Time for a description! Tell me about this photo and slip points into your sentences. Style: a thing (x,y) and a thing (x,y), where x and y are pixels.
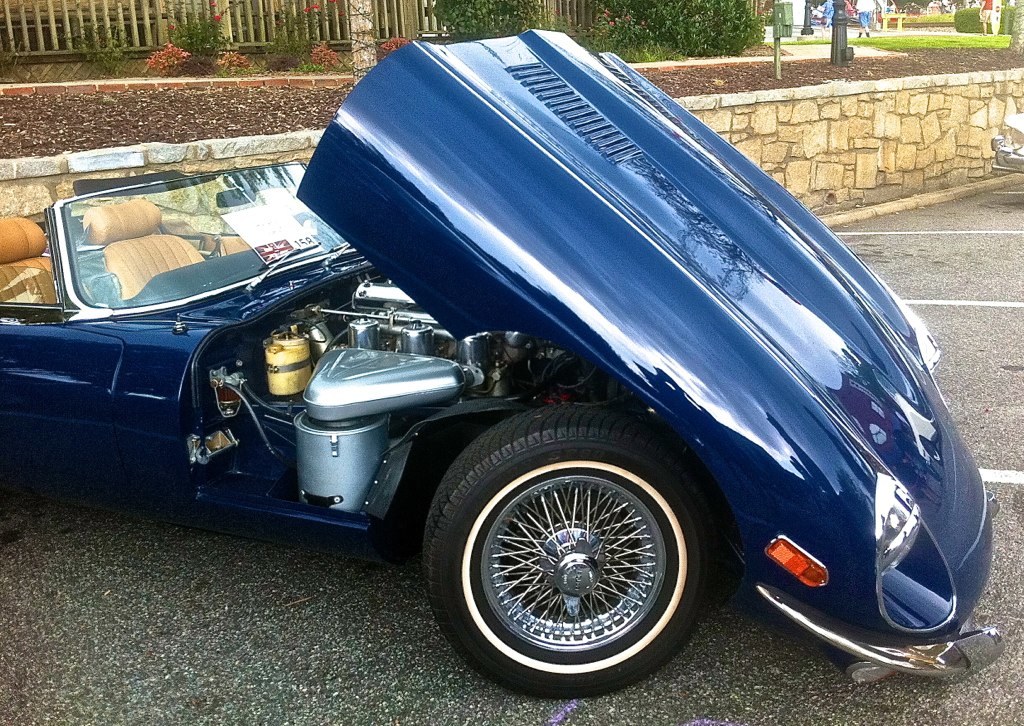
In this image in the center (504,328) there is one vehicle (495,579), at the bottom (185,609) there is a road (253,658). And in the background (191,14) there is a fence (341,1), trees (625,36) and some plants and a wall (860,134).
